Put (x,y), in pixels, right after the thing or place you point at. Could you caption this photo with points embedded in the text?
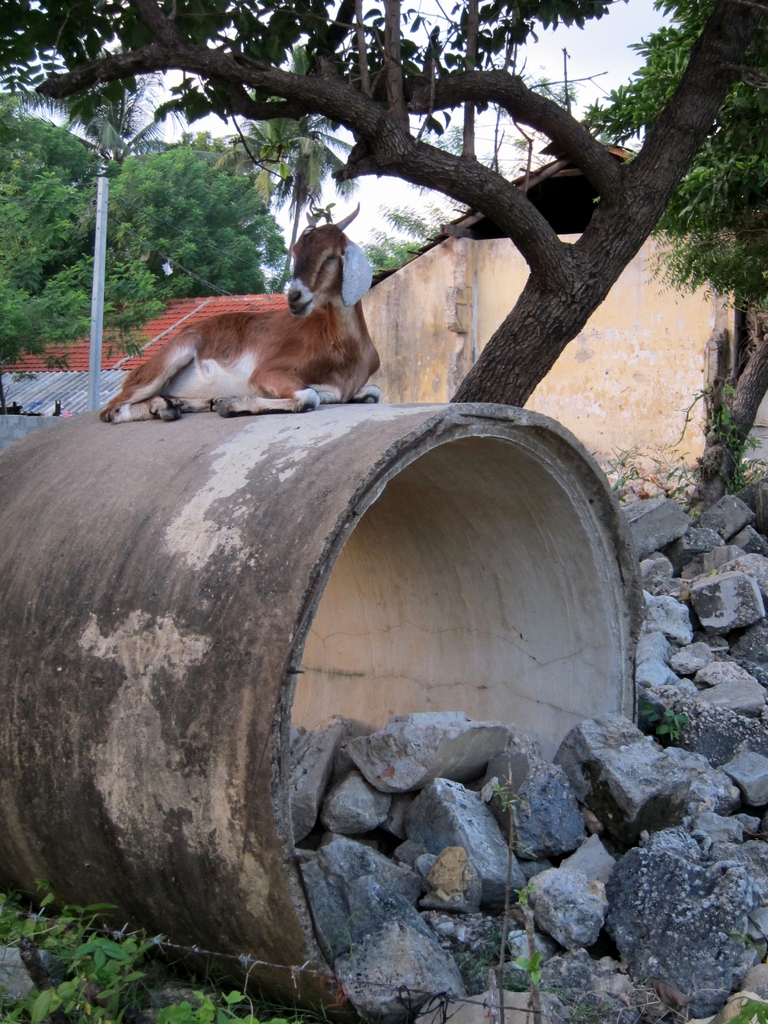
In this image we can see a goat (224,389) on an object (36,487) which looks like a pipe (128,685) and there are some stones (669,648). We can see some plants (137,990) and trees (534,223) and in the background (75,362) there are few buildings (154,333).
